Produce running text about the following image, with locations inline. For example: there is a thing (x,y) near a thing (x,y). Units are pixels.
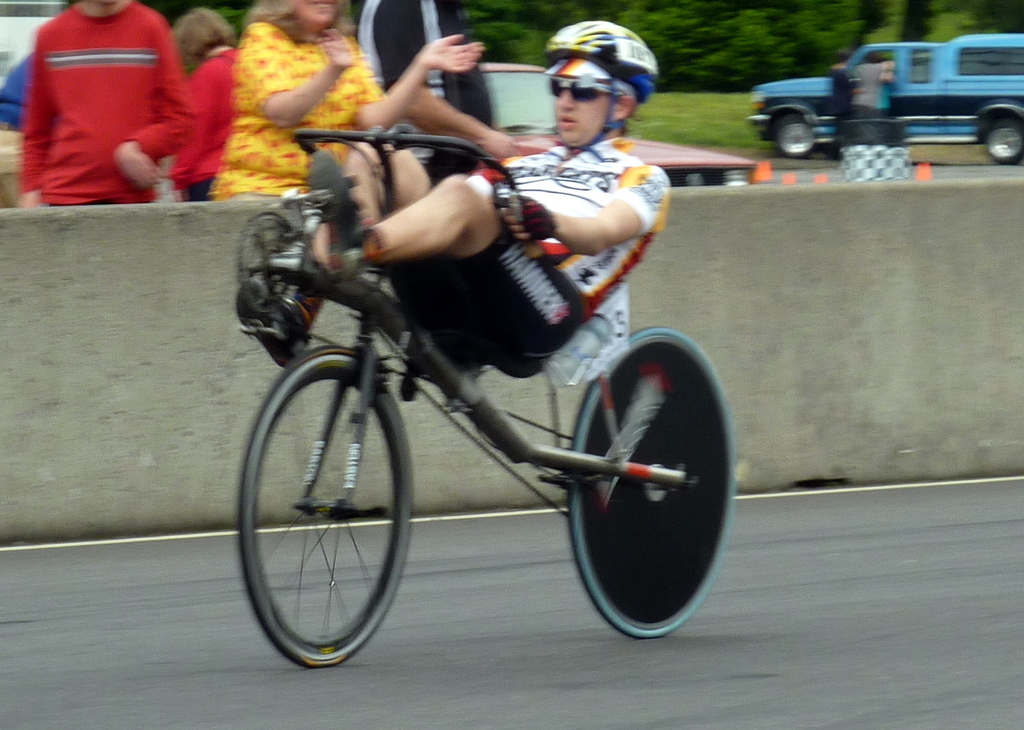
In this image I can see a man (370,197) is cycling a cycle (671,359), I can also see he is wearing shades (583,86) and a helmet (636,42). In the background (76,193) I can see few more people (186,173) and a vehicle (996,61). Here I can see number of trees (742,36).
